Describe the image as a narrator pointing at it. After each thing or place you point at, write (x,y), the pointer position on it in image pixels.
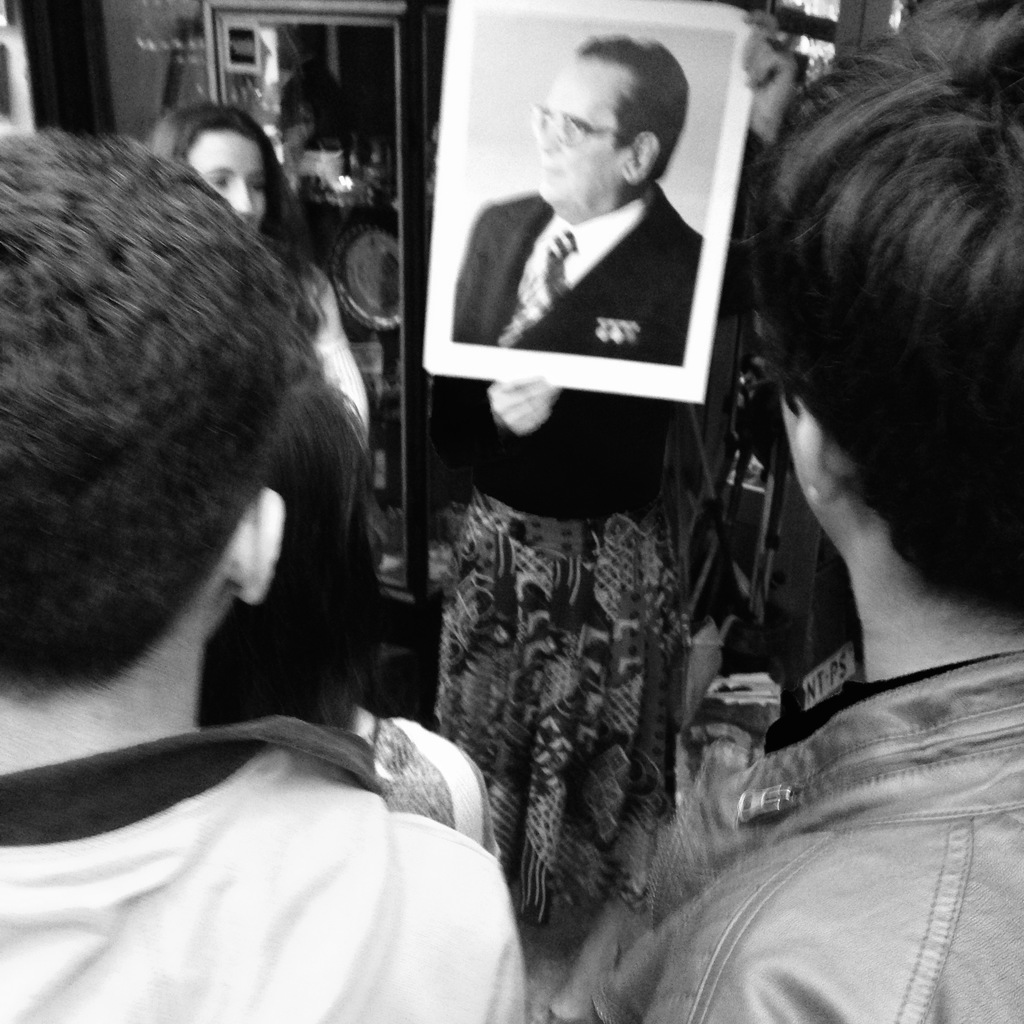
In this picture we can see a group of people (238,881), one person (536,868) is holding a photo of a poster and in the background (695,739) we can see a mirror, wall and some objects (695,723).
